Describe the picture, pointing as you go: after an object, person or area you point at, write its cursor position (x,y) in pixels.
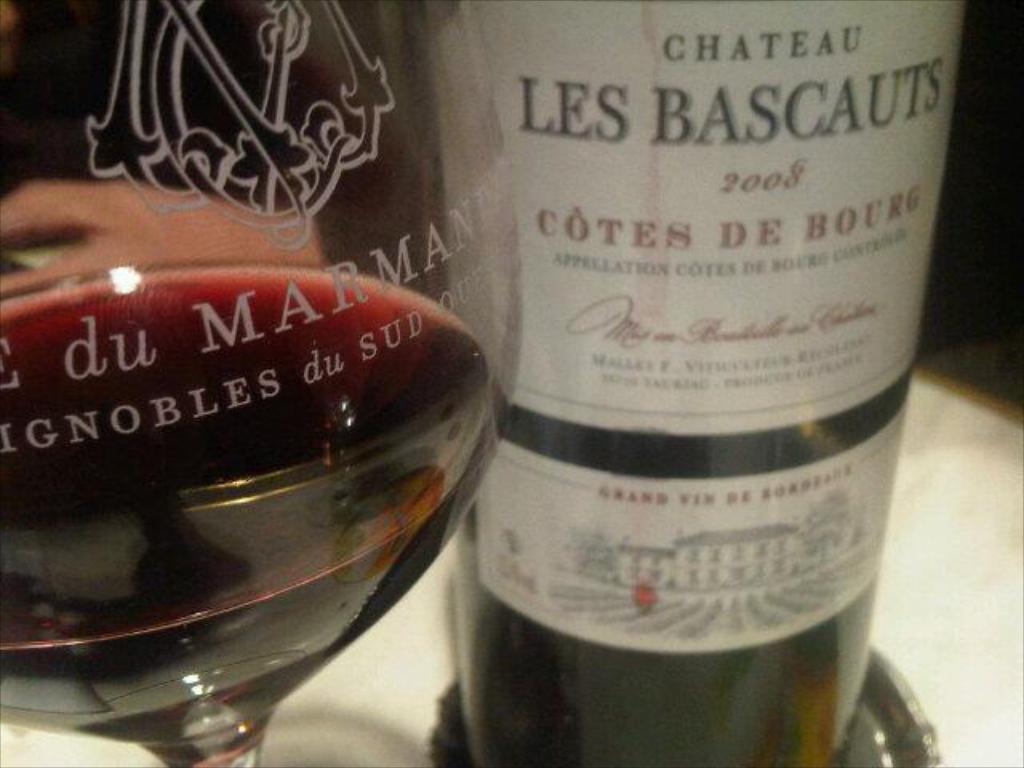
In this image in the center (485,451) there is a glass (341,369) and there is a bottle (772,393) and there are some texts (265,381) written on glass (488,367) and bottle (538,373).
